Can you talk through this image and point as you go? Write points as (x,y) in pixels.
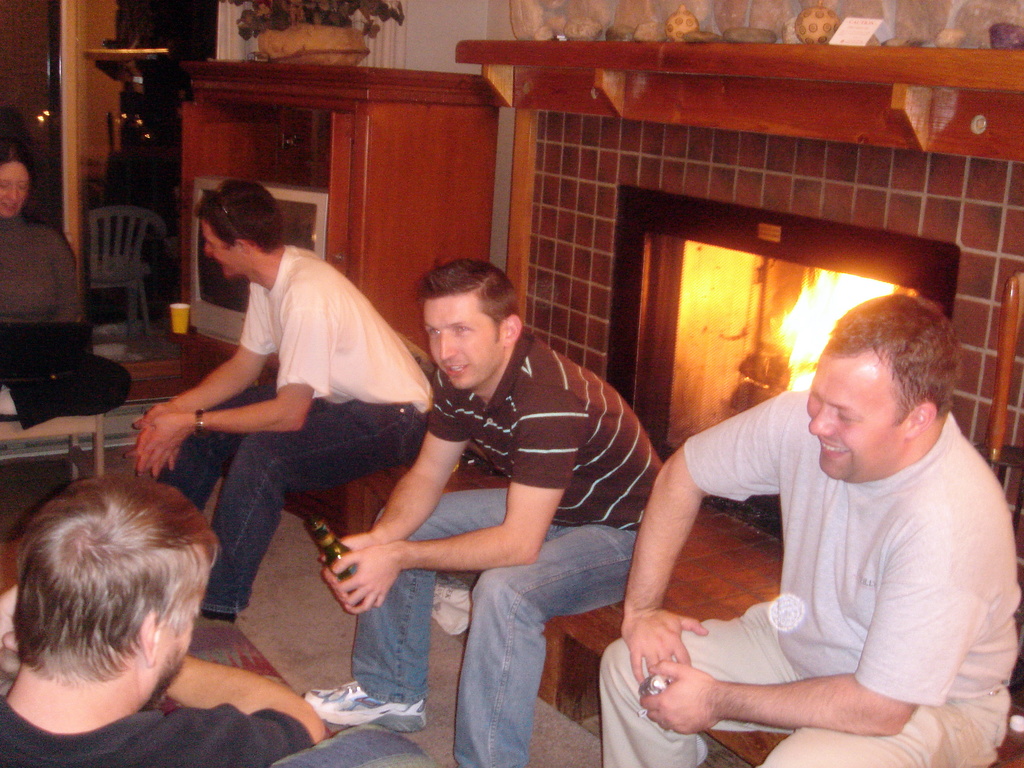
In this picture there are four men (151,724) who are sitting on the bench (728,560). A woman (43,280) to the left (71,399), is sitting on a chair (93,425). There is a fire (806,332) inside the chimney (743,315). Paper (854,43), ball (809,12) and some show pieces (738,30) are kept on a wooden plank (795,63). There is a flower pot (307,29), cup (181,309) on a wooden desk (381,273). There is television (195,264), chair (106,257), some lights (148,138) in the background (131,120).
